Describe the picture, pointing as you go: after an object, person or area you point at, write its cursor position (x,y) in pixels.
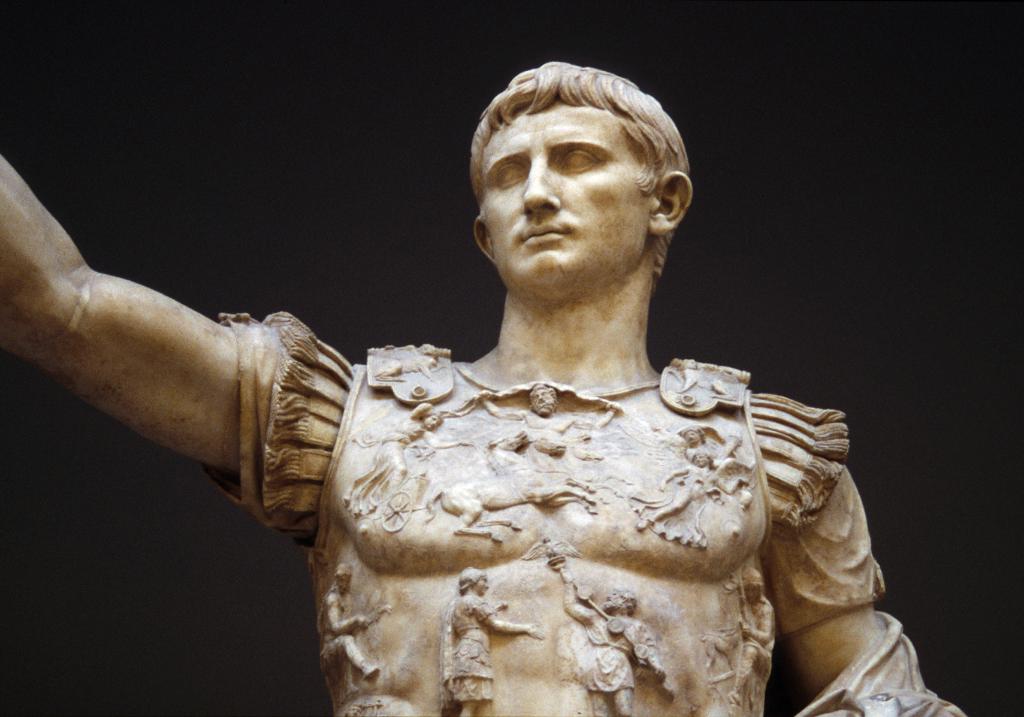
In this image I can see a statue (379,492) and there is a black background (235,256).
